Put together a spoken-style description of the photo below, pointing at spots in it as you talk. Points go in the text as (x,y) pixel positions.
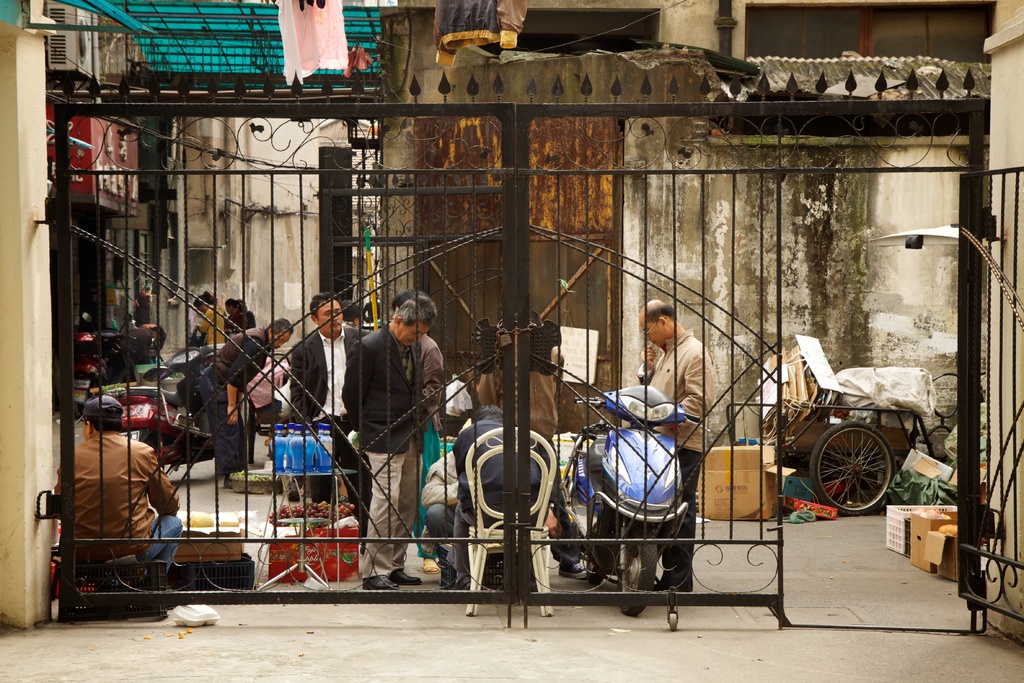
In this image we can see there are a few people (328,396) standing and few people (466,446) sitting on chair (486,531) and box (126,578). In front of them there are some food items (224,523). And we can see the vehicles (843,429) on the ground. There are boxes (729,460), papers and a few objects (855,387). And at the back (726,280) we can see the wall (743,255) and there are clothes (326,36). We can see the window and building (153,153) with board (116,196) and text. And we can see the gate (315,540) attached to the wall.
